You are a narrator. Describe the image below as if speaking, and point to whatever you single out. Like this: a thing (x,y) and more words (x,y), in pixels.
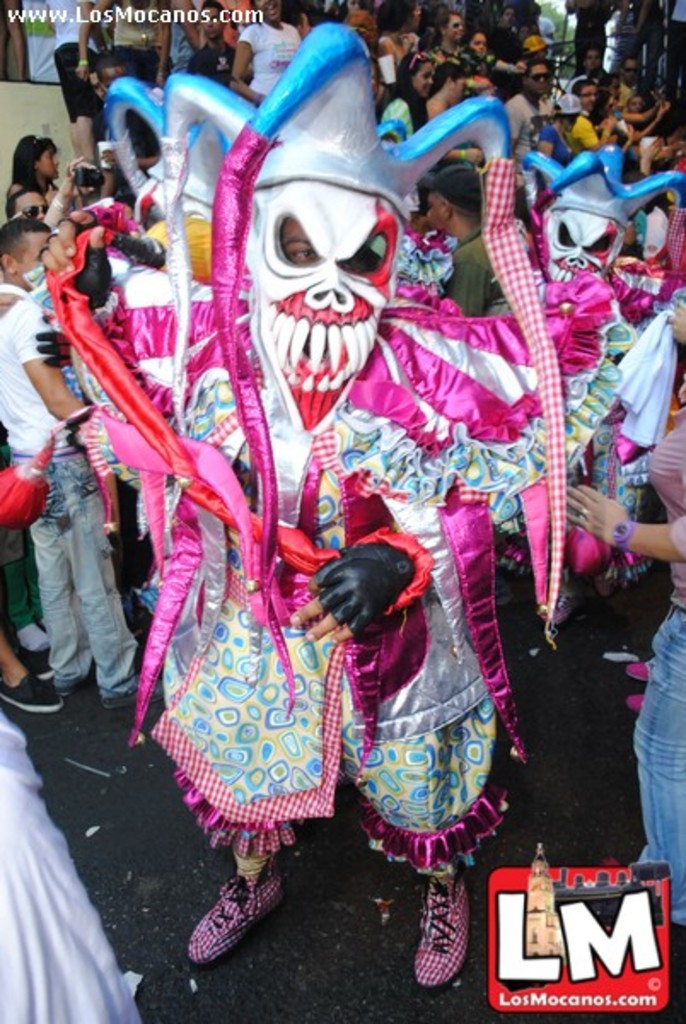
In this image I can see a person (290,451) wearing a costume (333,400) which is white, blue, pink and red in color and standing on the ground (294,910). In the background (62,478) I can see few other persons (62,478) standing, few trees (559,13) and the sky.
